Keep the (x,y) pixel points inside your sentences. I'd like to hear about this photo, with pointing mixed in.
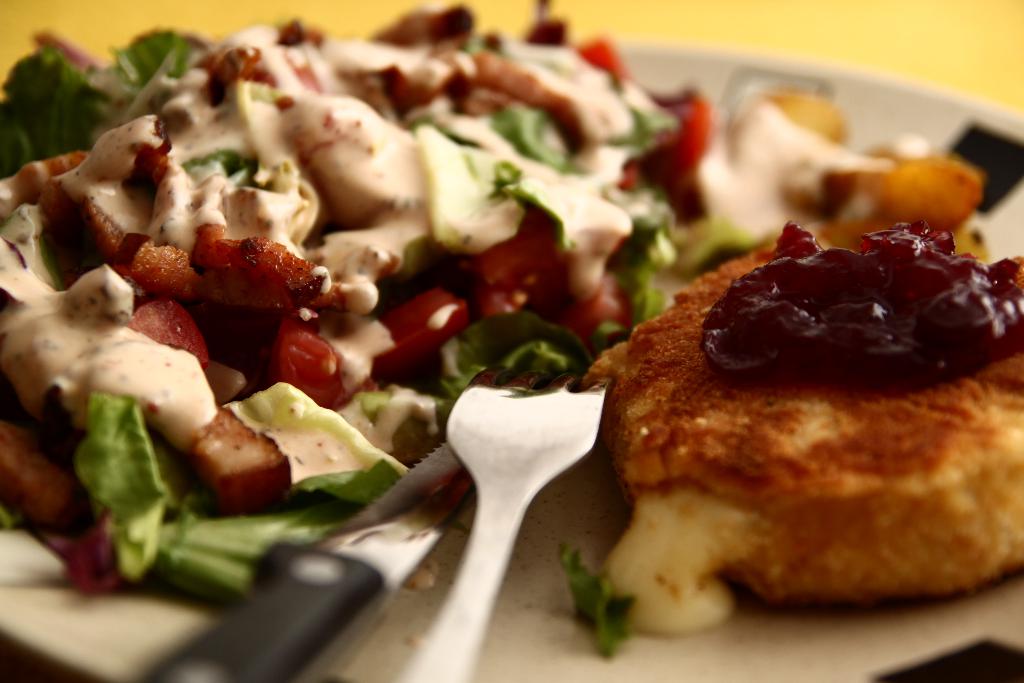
In this picture there is a plate (875,656) in the center of the image (646,370), which contains food items (472,340) and a knife (380,511) and a fork (477,446) in it.
